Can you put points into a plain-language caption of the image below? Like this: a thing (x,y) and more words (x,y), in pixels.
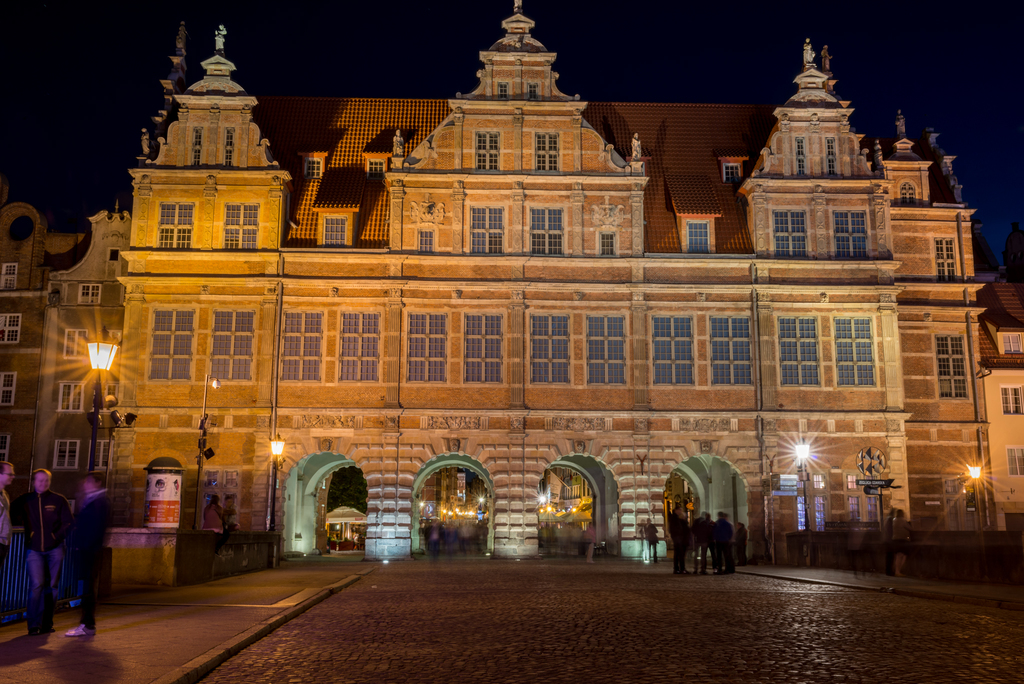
This image consists of a building (282,131). At the bottom (525,625), there is road (404,629). The building (374,316) is in brown color. To the left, there are lights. On the pavement (96,642) there are three men (58,524) standing. At the top (392,55), there is sky (427,56).
